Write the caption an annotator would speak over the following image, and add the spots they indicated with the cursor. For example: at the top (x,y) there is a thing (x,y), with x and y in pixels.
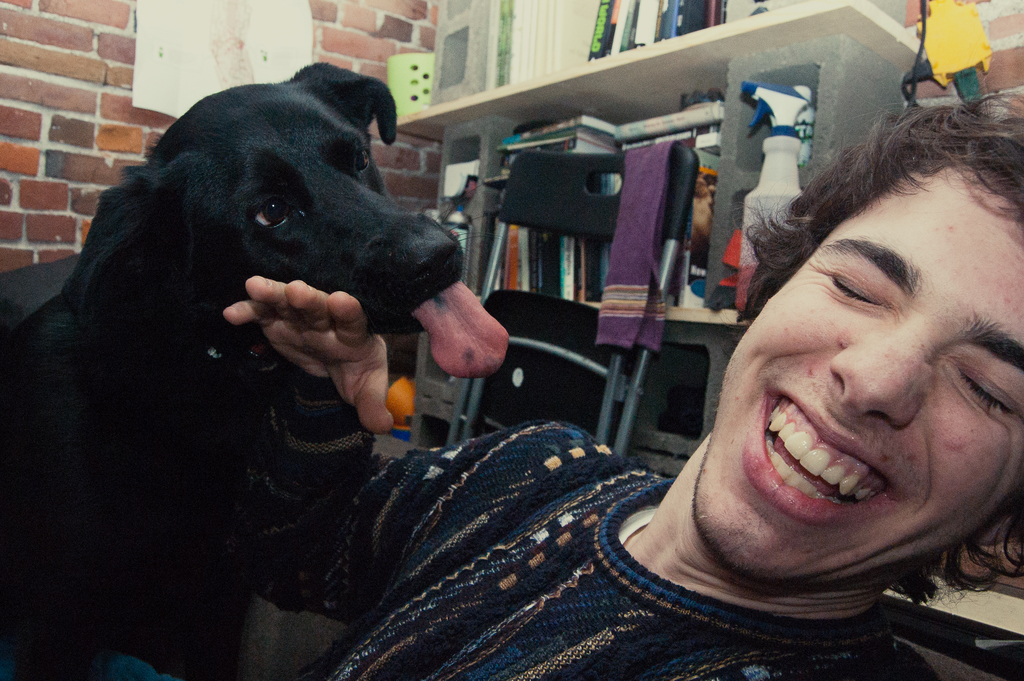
In this picture there is a man (638,506) smiling and there's a dog (455,284) beside him. In the background (696,116) there are books (696,116) kept in the shelf (648,383).
